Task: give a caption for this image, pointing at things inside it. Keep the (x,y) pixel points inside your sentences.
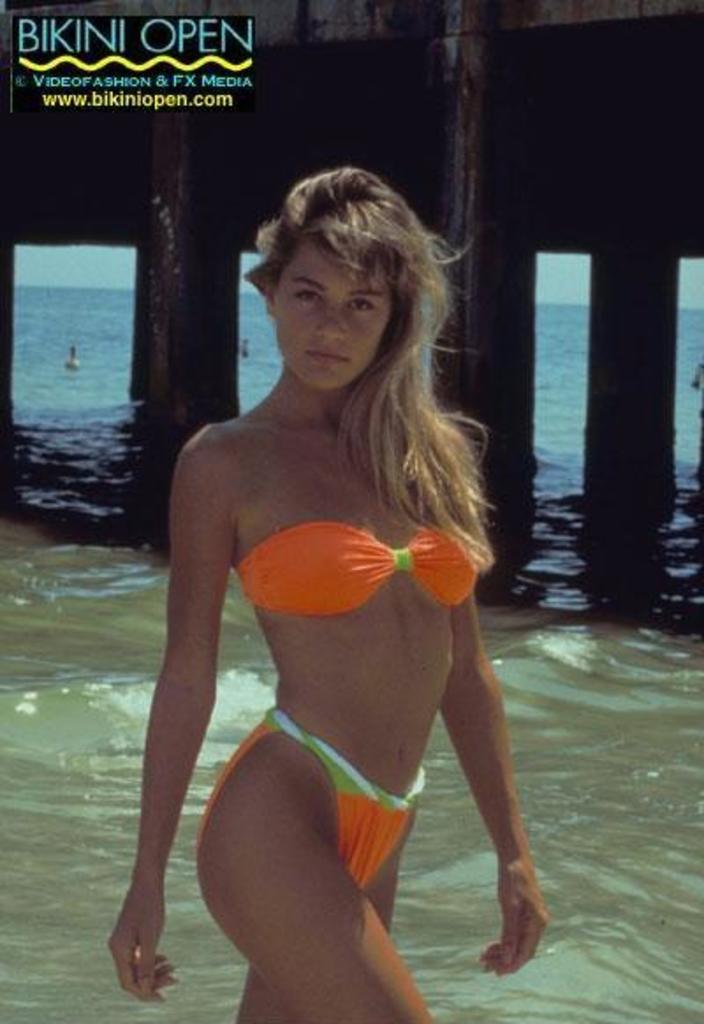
This image consists of a girl (290,513) in the middle (381,532). There is water (616,664) behind her.
